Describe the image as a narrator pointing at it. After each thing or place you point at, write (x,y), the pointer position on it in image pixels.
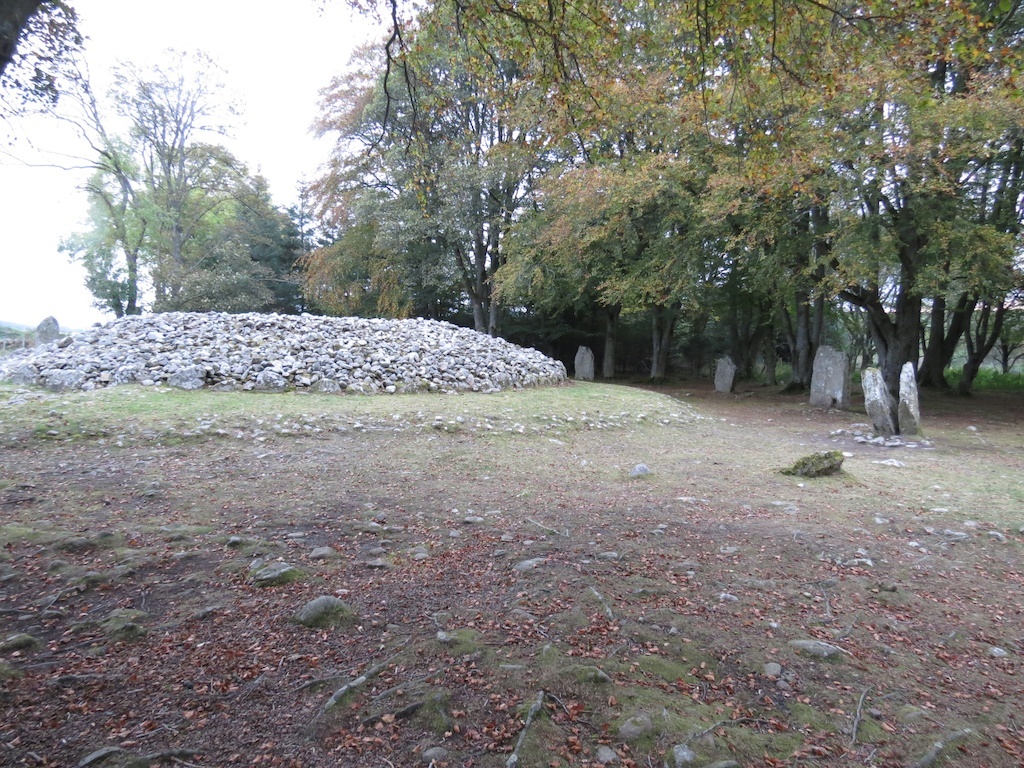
This picture is clicked outside. In the center (435,443) we can see the rocks (855,441), green grass (418,444), trees (532,304) and some other objects (186,645). In the background (304,96) we can see the sky (304,96).
